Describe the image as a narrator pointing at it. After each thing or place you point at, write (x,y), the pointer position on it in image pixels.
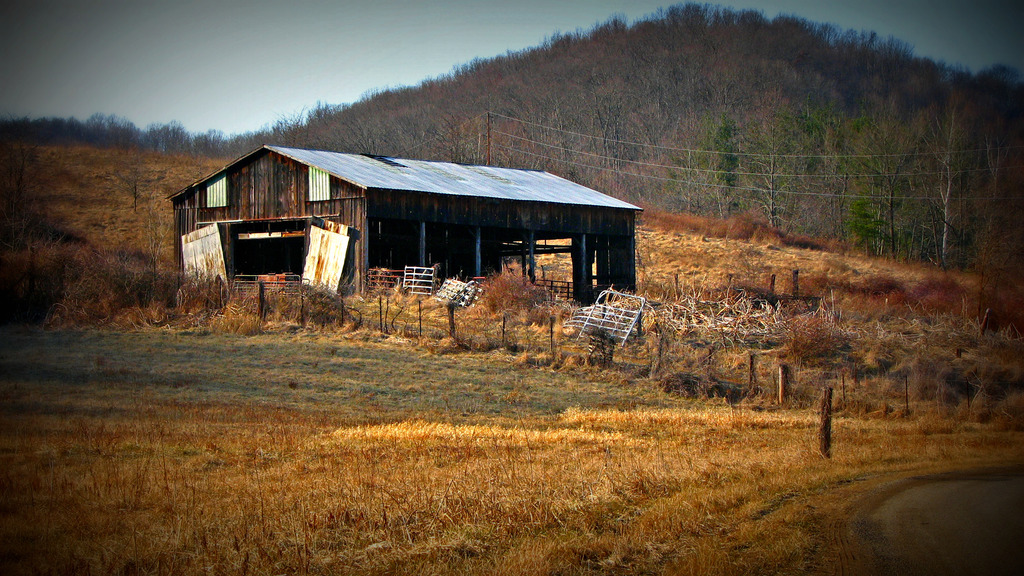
In this image in the center (478,246) there is one house (494,220) and some boards (207,269) and fence (781,369), at the bottom (571,469) there is grass (470,482) and a walkway (927,525) and in the background (460,93) there are some trees (694,95) and at the top of the image (285,47) there is sky (272,51).
